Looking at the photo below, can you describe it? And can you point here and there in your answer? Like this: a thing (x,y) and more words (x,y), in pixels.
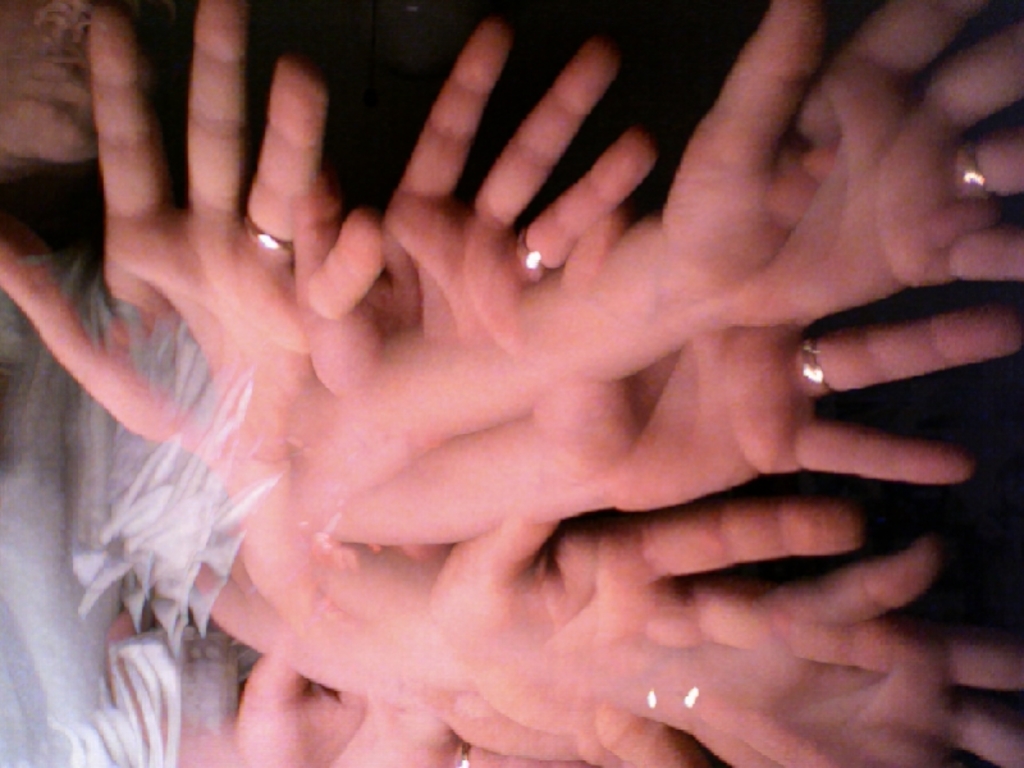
In this image we can see persons hands (454,438).
